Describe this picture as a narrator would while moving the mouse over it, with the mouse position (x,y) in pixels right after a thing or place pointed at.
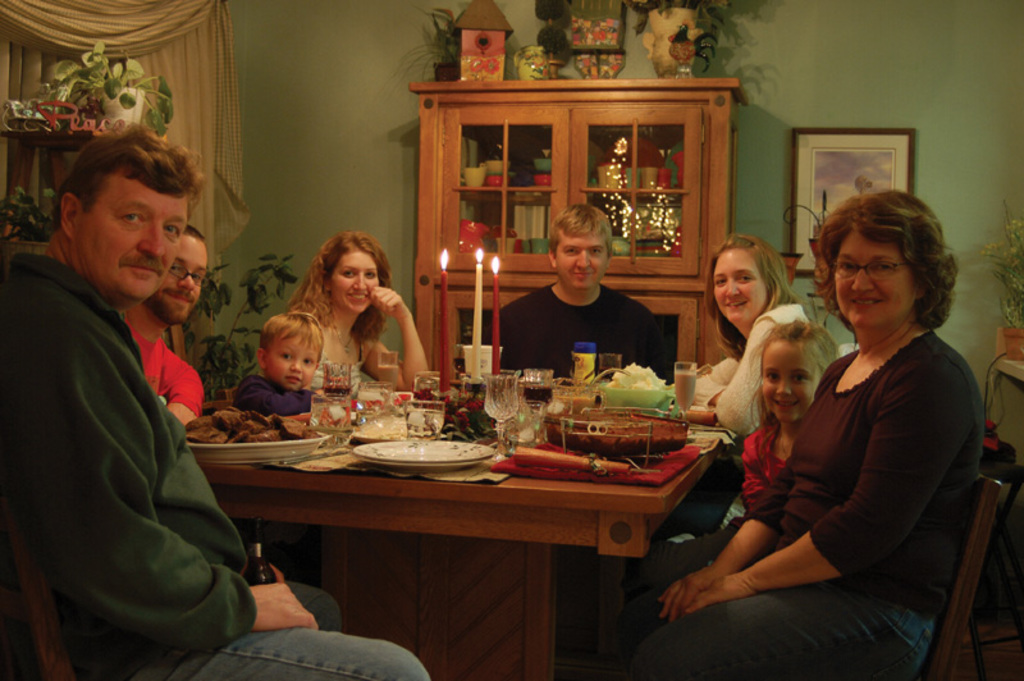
There is a group of people (528,302). They are sitting on chairs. There is a table (557,394). There is a plate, bowl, candle lights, cake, food item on a table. We can see in background (803,143) photo frame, curtain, flower pot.
